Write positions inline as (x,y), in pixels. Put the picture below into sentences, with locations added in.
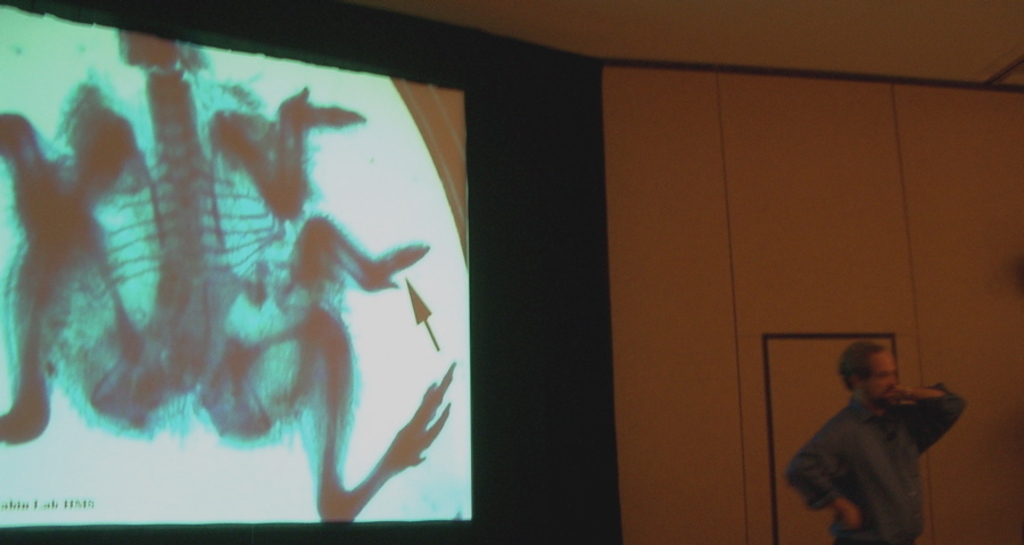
In this image I can see the person (854,420) is standing. I can see the projection screen (261,166) and the wall (683,227).
